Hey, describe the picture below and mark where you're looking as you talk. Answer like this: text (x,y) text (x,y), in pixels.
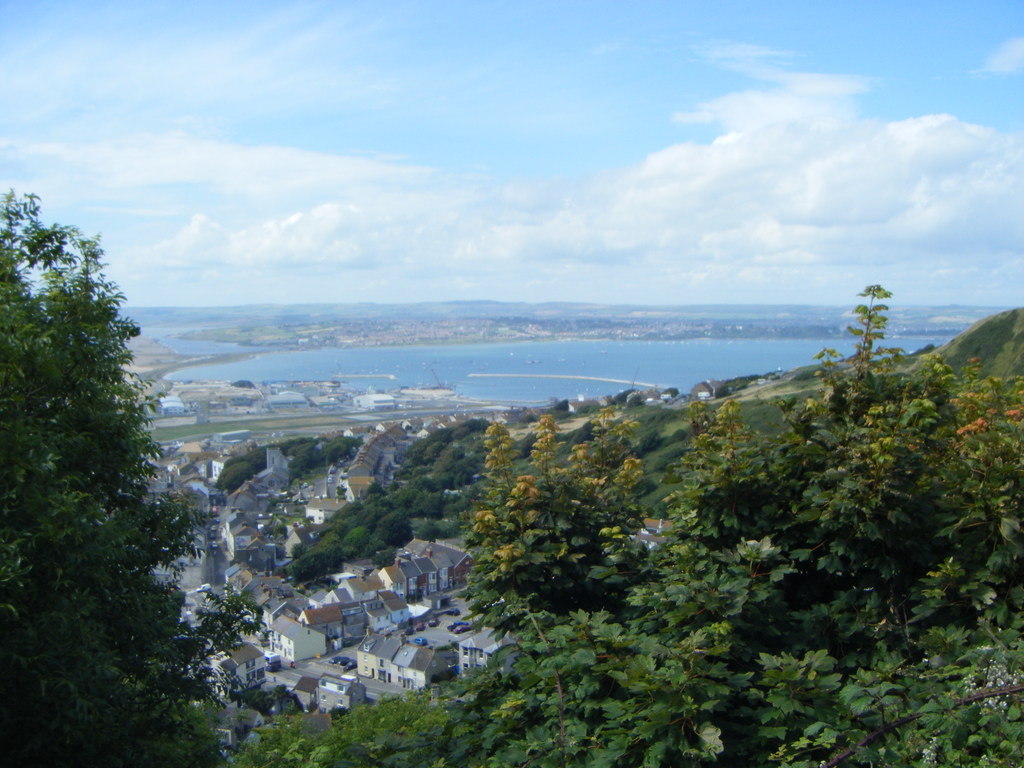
In this image I can see many trees (709,556). To the side I can see many houses (379,674) and the road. In the back (329,376) I can see the water (457,378), clouds (280,180) and the blue sky (410,124).
